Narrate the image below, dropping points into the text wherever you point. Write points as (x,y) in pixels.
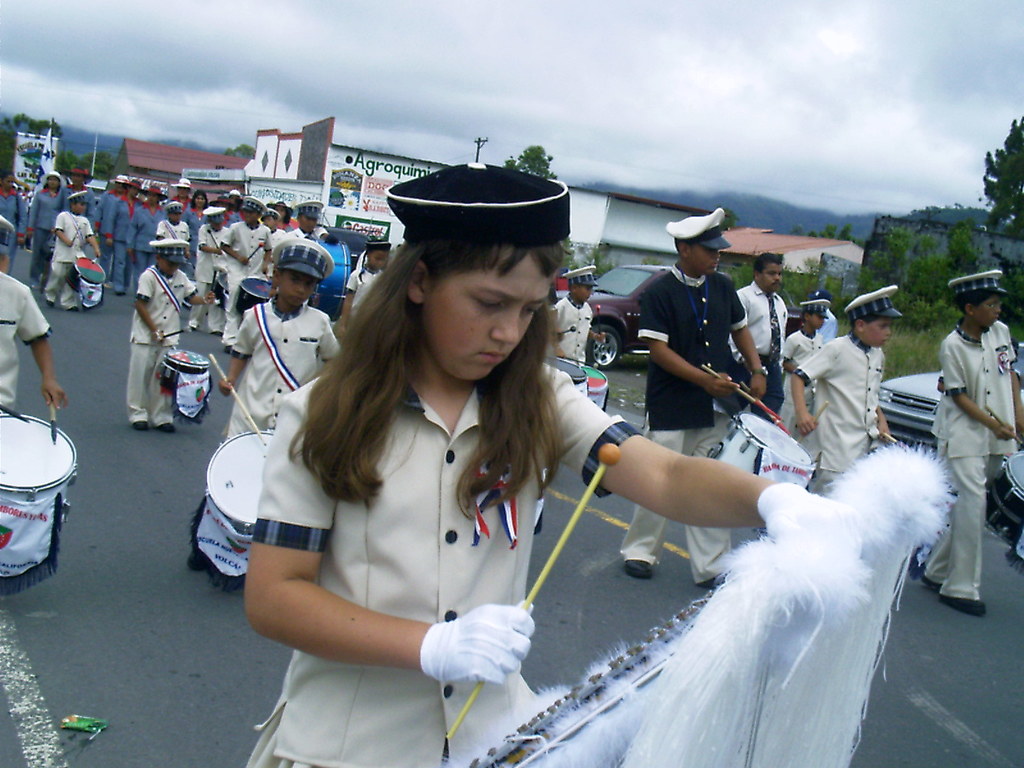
In this image we can see these people (991,349) wearing uniforms (17,329) and caps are playing drums (61,436) while walking on the road (570,595). In the background (18,204), we can see these people (211,201) wearing blue dresses (36,205) are walking on the road (20,594) also we can see banners (332,192), a car (622,264) parked here, grass (917,342), trees (906,288), houses (933,236) and the cloudy sky (469,53).
